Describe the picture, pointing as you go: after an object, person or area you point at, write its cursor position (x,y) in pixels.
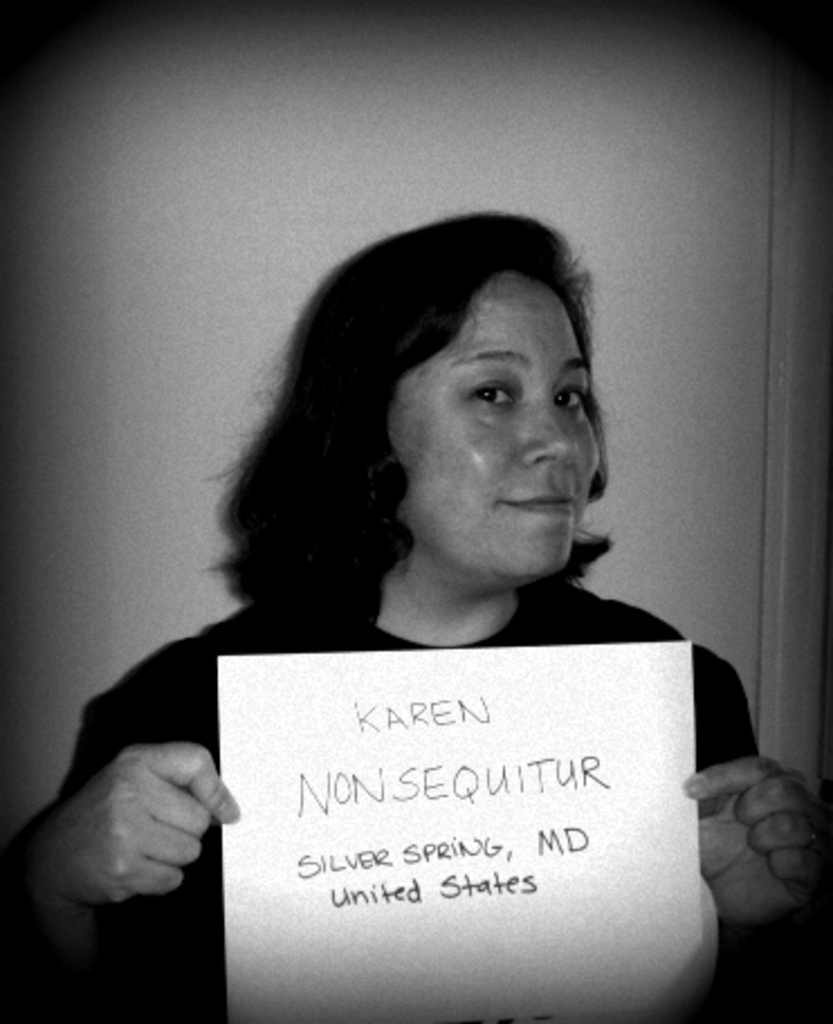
There is a woman (351,489) holding paper (499,724). On the background (619,377) we can see wall (509,139).
